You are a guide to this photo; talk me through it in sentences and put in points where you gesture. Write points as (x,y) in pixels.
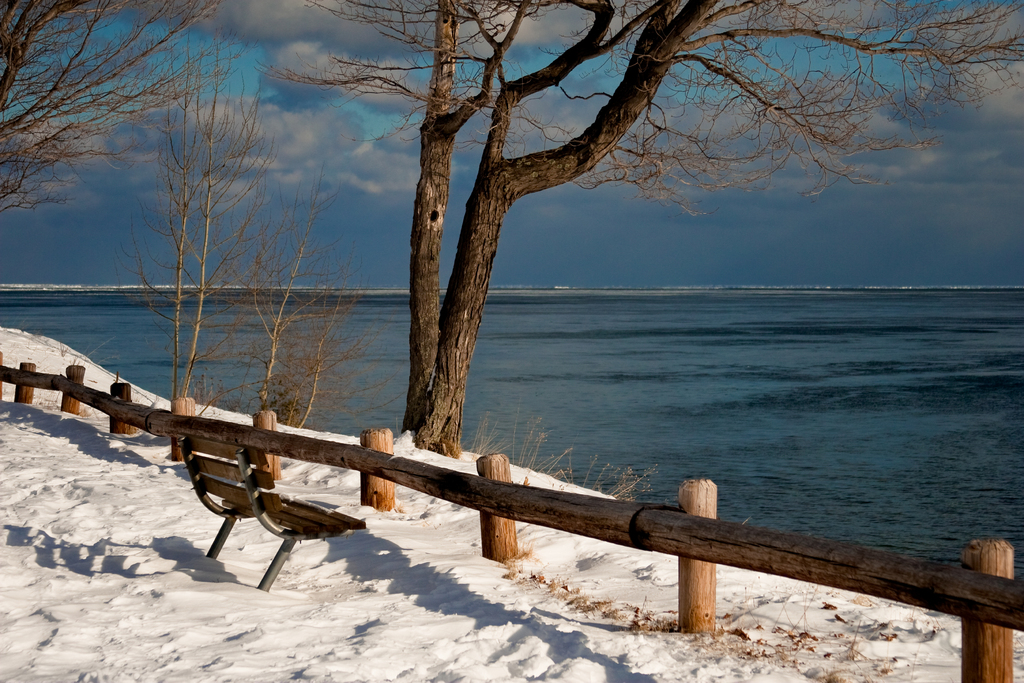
In the image there is a bench (323,509) in front of fence (45,386) on snow land (163,558) and in the back (326,287) there is sea (602,373) and above its sky (242,173) with clouds (281,172).
